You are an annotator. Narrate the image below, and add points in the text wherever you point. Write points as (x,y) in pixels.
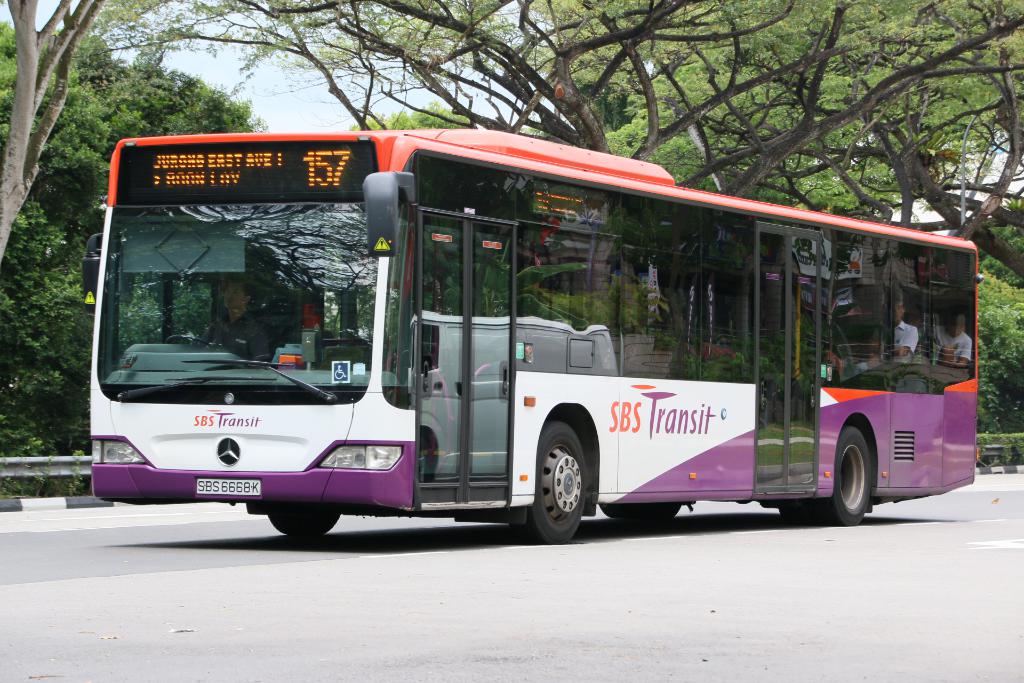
In this image there is a bus (625,259) in middle of this image (348,444). There is a driver (244,322) sitting inside the bus (211,352) and there are some trees (402,91) in the background (57,109) and there is a road (413,528) at bottom of this image (628,567). there are some persons (908,351) sitting inside the bus (884,332) at right side of this image (899,313).
